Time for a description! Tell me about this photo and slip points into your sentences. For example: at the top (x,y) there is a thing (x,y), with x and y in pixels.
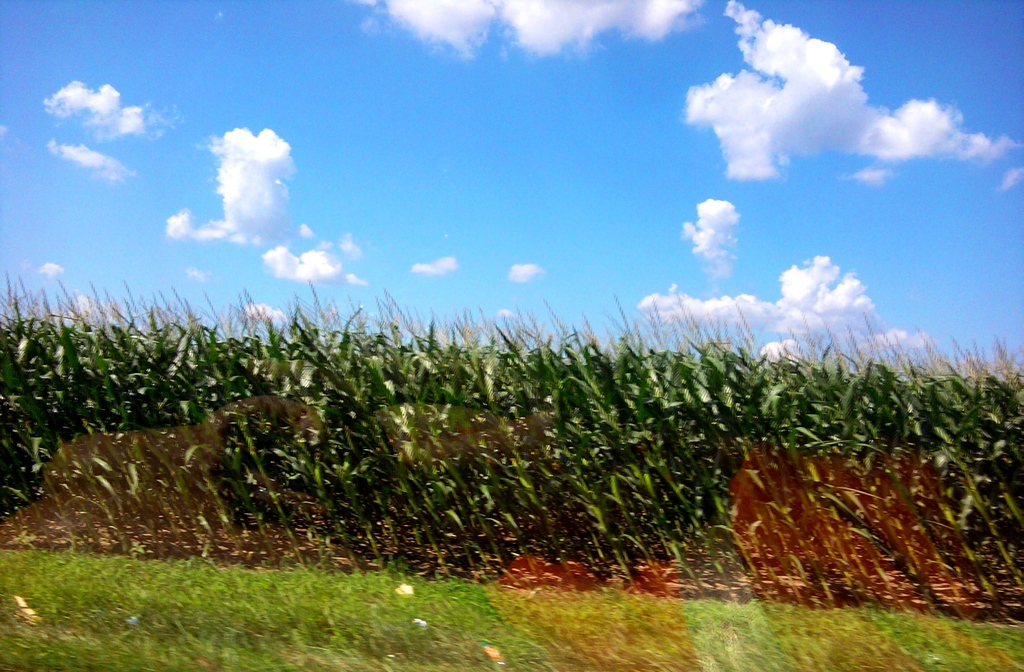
There are many crops (358,469) and in front of the crops (419,535) there is a grass (758,602) and the picture is captured from behind the grass (198,566).
